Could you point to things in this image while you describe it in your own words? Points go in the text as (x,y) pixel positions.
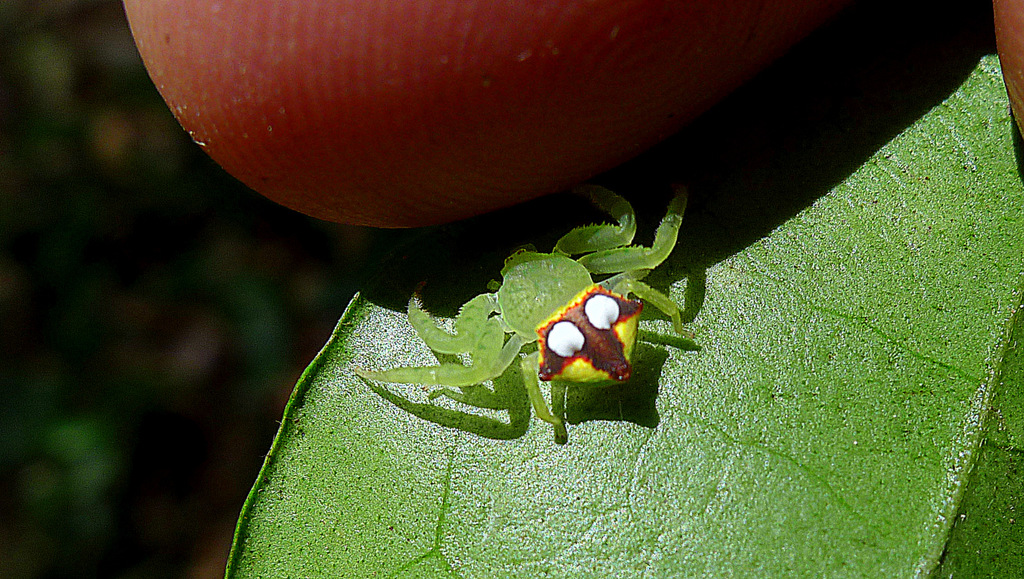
In this picture there is an insect (589,317) on a green leaf (842,325). At the top of the image (367,58) we can see an object (367,58). In the background of the image (153,289) it is blurry.
